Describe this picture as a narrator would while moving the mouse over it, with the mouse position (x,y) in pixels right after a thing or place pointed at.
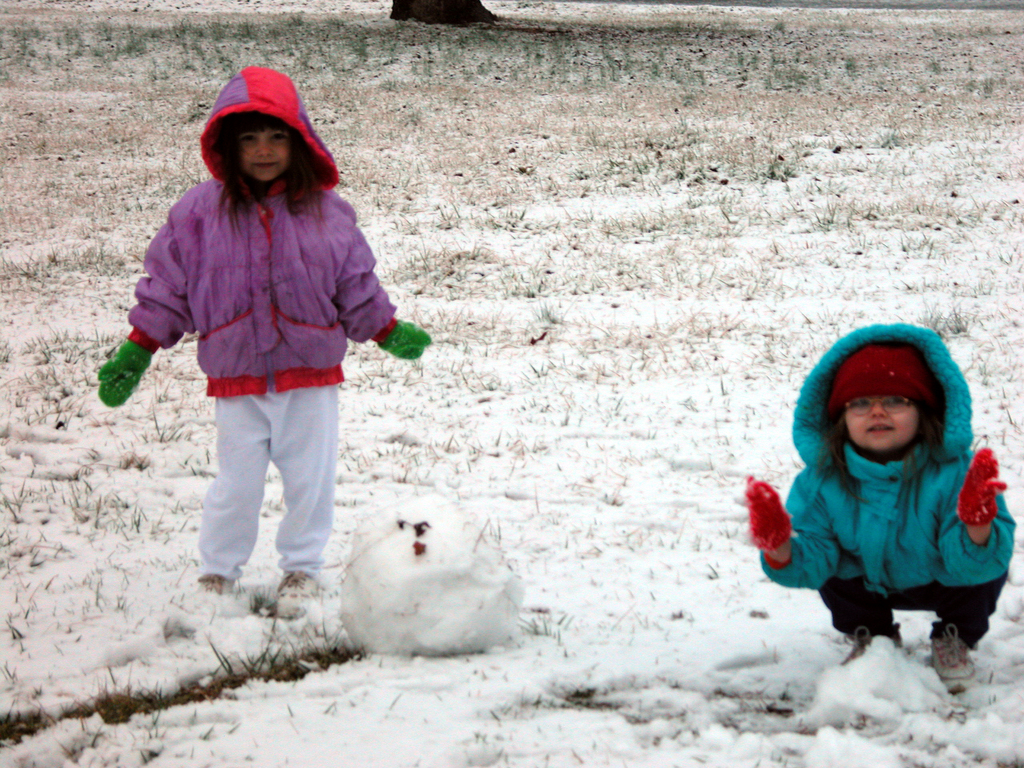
In this image, I can see a girl (309,446) standing and another girl (823,452) in squat position. I can see the grass (683,132) and snow (529,459).
